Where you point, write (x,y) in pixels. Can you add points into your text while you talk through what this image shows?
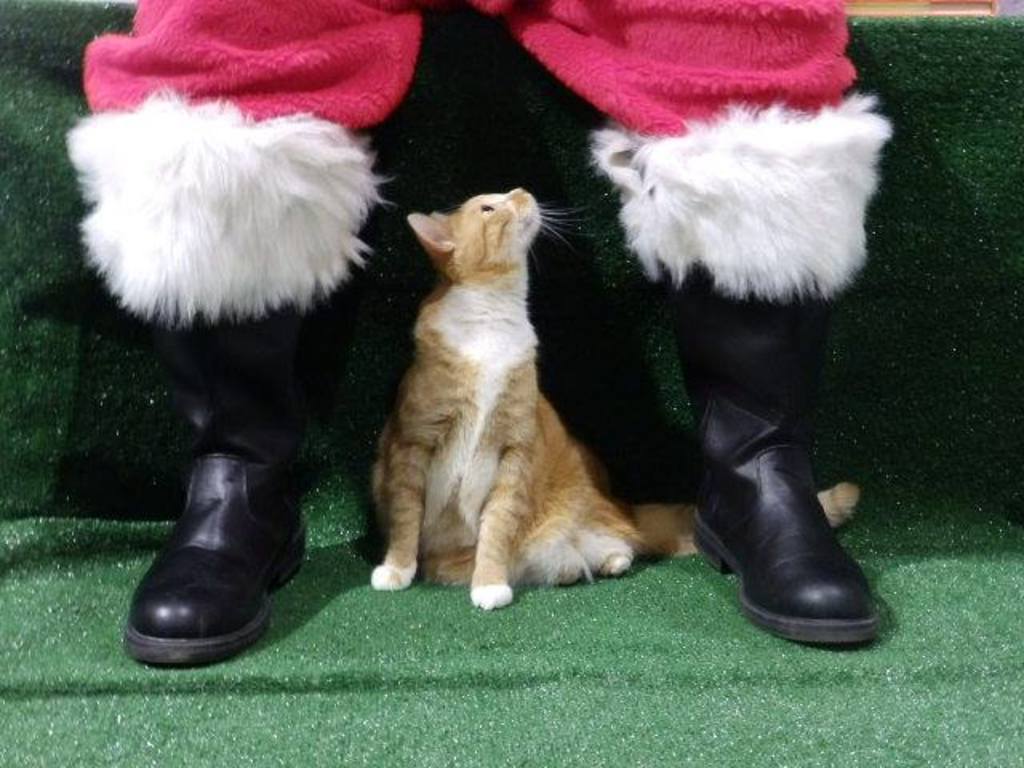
In this image we can see cat (477,459) which is in brown and white color is resting on ground (510,703) and we can see some person's legs (262,306) who is wearing black color shoes (811,412), pink color dress (256,73).
